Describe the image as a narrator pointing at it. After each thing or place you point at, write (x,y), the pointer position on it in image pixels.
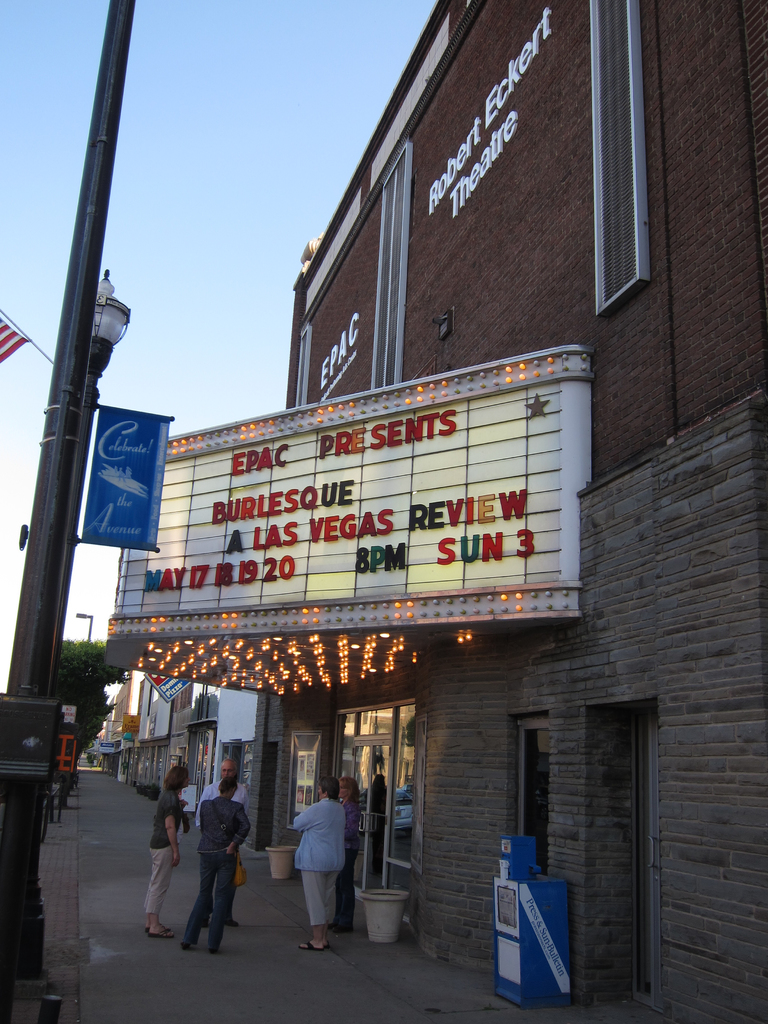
In this image I can see few buildings (326,746), glass doors (402,771), banners (115,446), poles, light poles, boards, lights (112,301) and trees (92,724). The sky (209,165) is in white and blue color.
